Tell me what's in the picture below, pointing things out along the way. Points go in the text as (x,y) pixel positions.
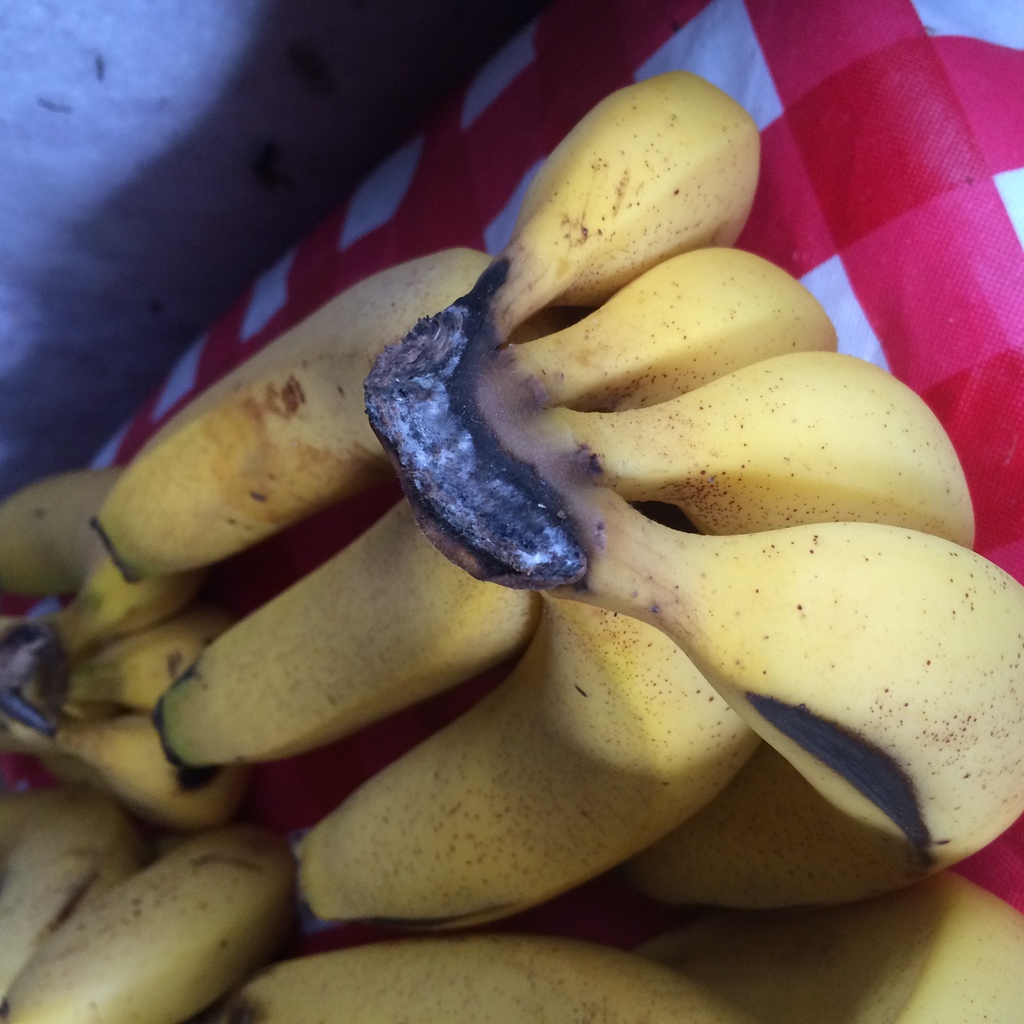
In this picture we can see a few bananas (493,643), a cloth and the wall (303,76).
